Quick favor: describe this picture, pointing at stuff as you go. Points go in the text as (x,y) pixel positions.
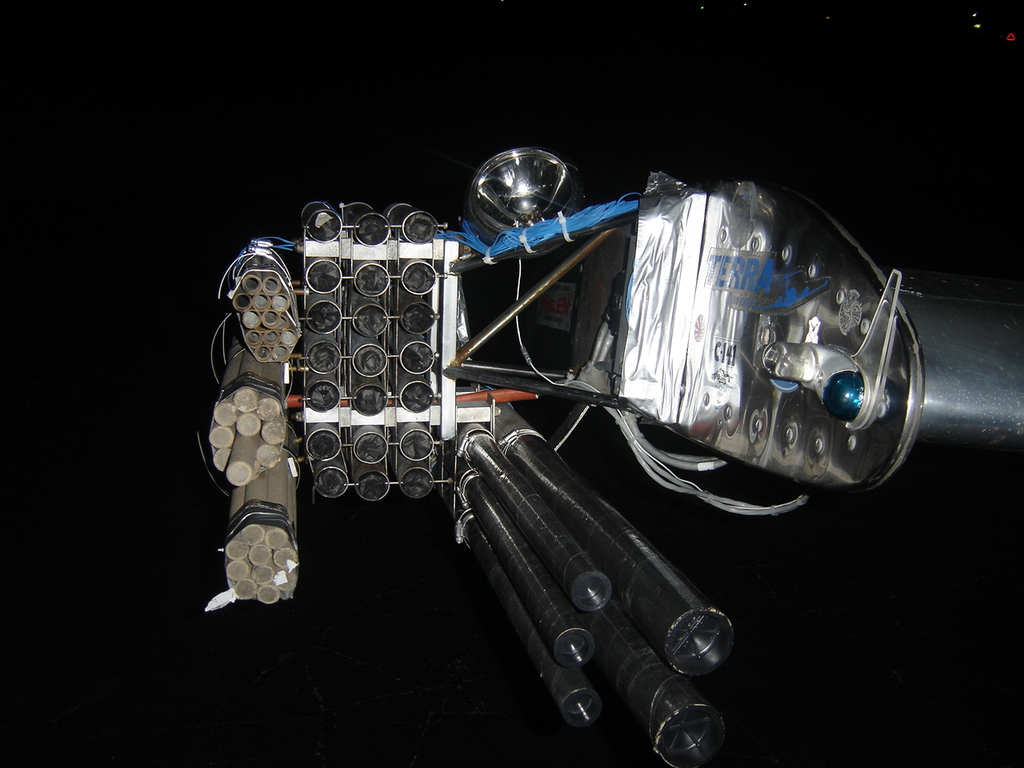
In this image, I can see the pipes (505,521), iron rods (520,375), cables (608,408) and few other things (641,257) are attached to an object (929,309). The background (774,531) looks dark.
